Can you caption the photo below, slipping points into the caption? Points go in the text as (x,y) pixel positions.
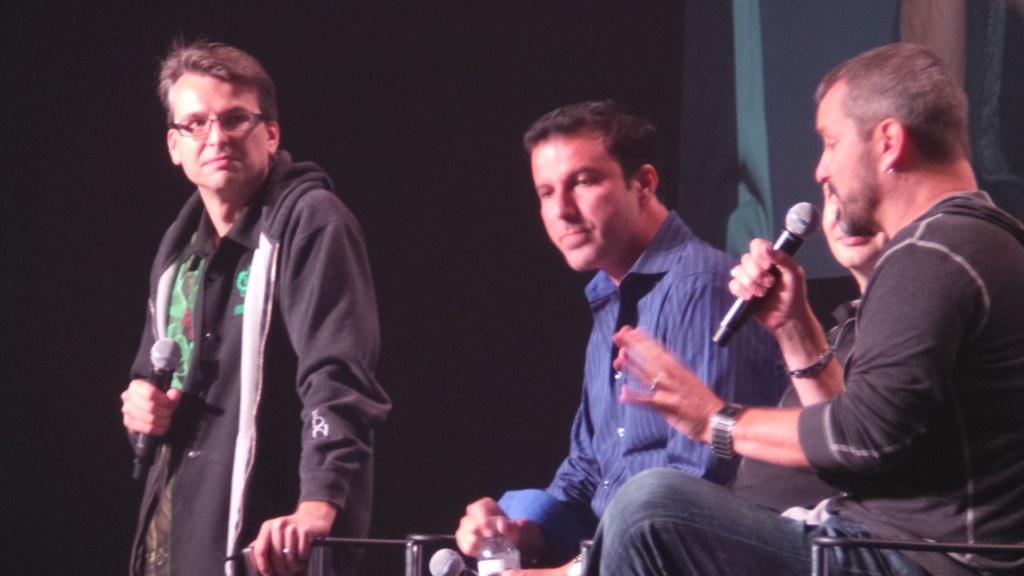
There are four people (931,430) and three persons (710,402) are sitting on a chair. On the right side (854,368) we have a one person (854,372). He's holding a mic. The left side (284,237) we have a another person (252,232) is also holding a mic (176,349).
